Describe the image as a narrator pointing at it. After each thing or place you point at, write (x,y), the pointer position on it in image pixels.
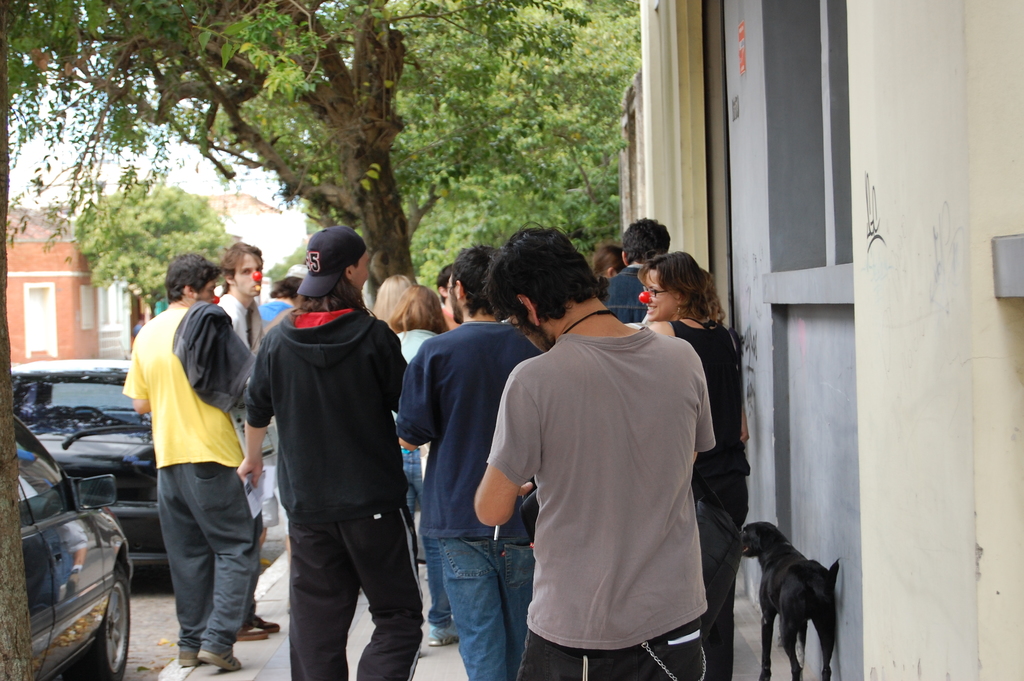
In the picture there are few people (501,463) on the footpath (215,667) and on the right side (789,597) there is a dog (786,629), there are some vehicles (95,542) parked beside the footpath (218,680) and in the background (158,205) there are many trees (200,209) and on the left side (113,292) there is a house (80,327).
